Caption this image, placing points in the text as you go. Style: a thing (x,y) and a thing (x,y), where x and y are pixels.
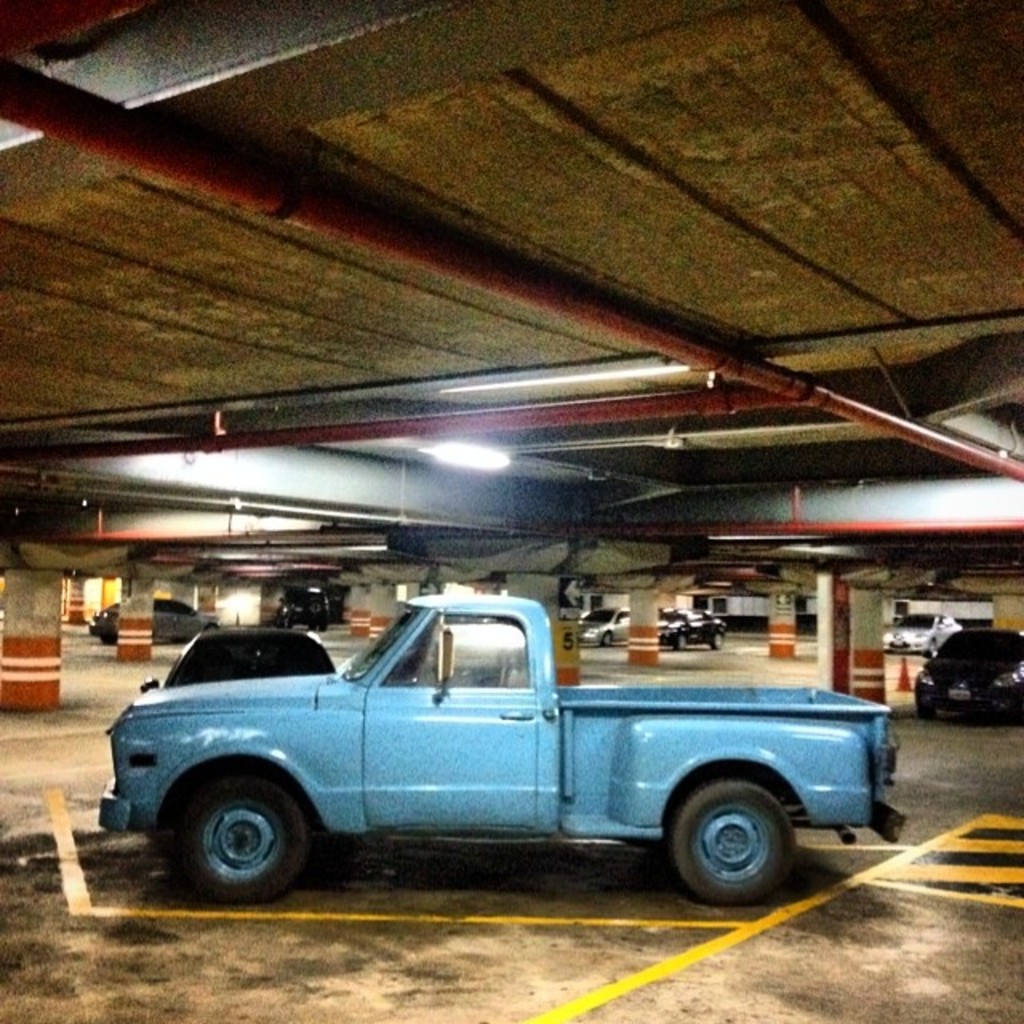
These are the vehicles (435,618), which are parked. I can see the pillars (780,650). I think these are the pipes (741,409), which are attached to the ceiling (439,287). I think this picture was taken in the underground parking (728,628).
